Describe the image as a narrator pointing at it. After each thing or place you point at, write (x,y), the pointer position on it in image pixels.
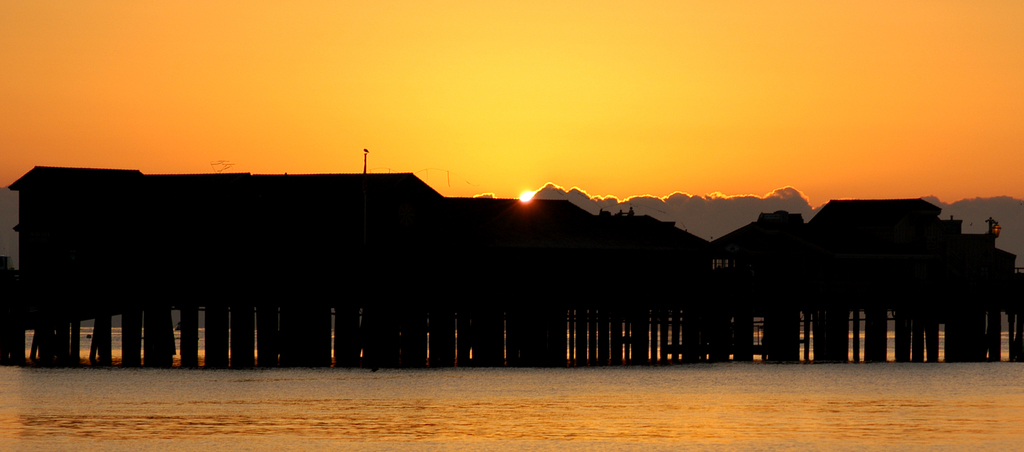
In the image there is a water surface (120,336) and there are some houses (542,271) in between the water surface (724,427).
